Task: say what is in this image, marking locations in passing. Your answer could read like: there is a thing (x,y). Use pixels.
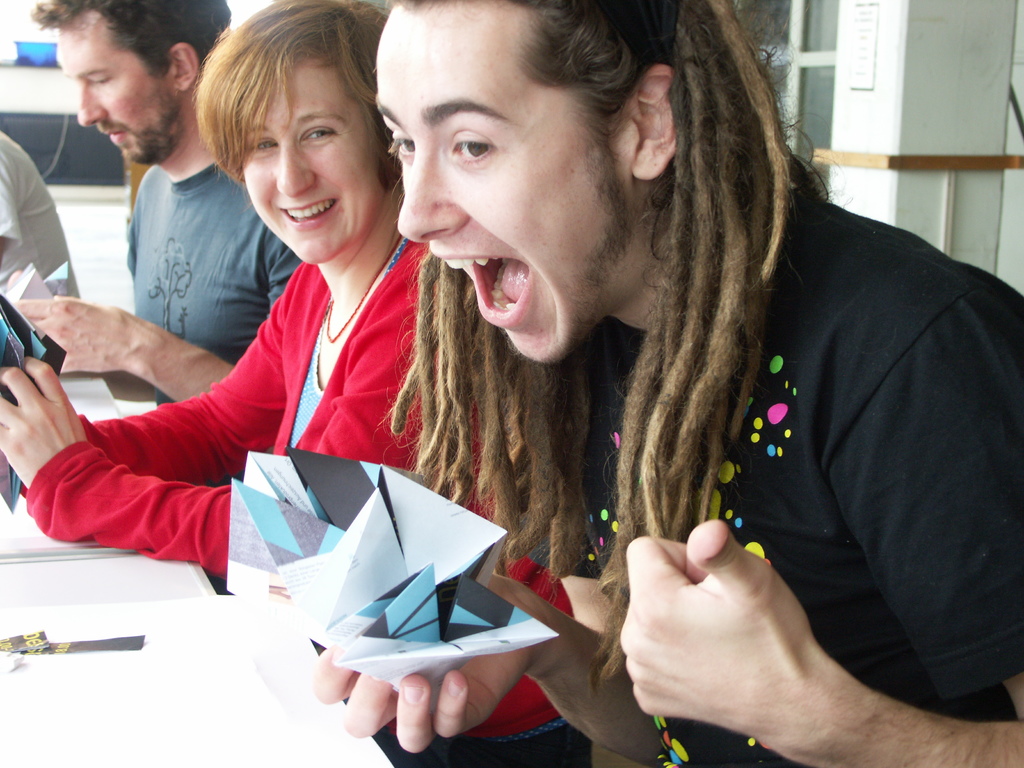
In this image in front (567,591) there are four people (421,418) sitting on the chairs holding the paper object (397,562). In front of them there is a table (99,624) and on top of it there is a chart (160,656). In the background of the image (880,162) there is a pillar (907,79) and a glass window (818,82).
